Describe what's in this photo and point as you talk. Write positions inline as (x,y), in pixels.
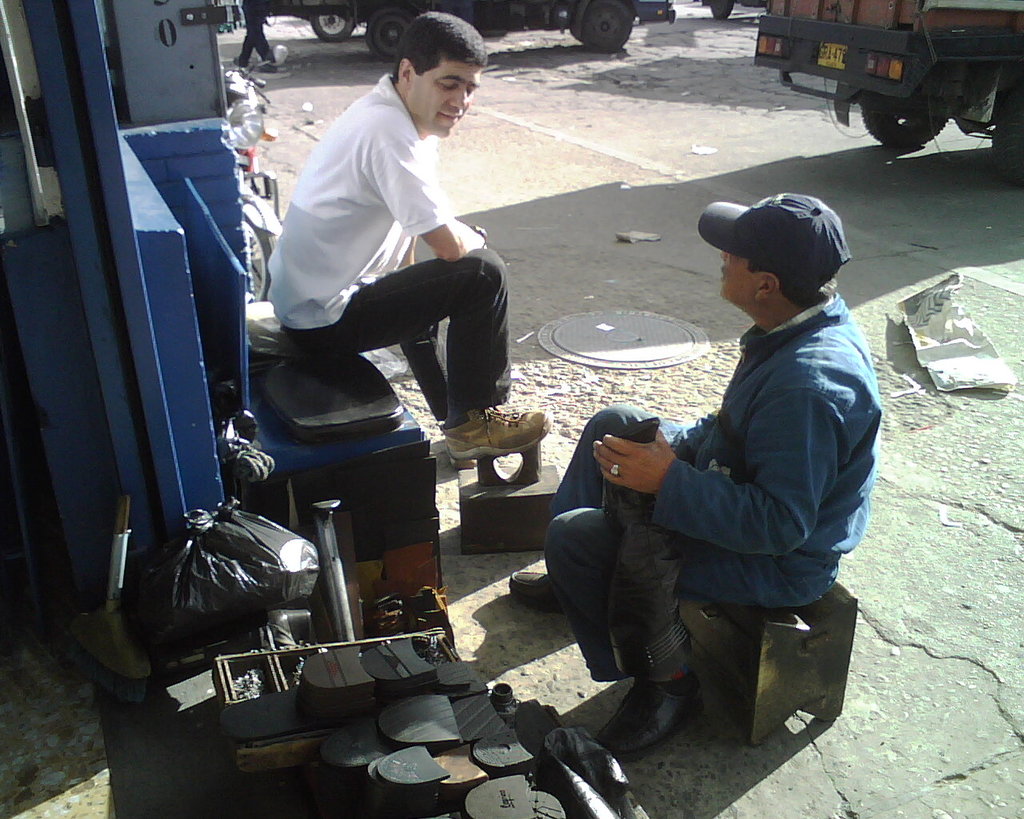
In the image two persons (656,470) are sitting. Behind them there are some vehicles (999,76). At the bottom of the image (586,774) there are some products (576,791).
